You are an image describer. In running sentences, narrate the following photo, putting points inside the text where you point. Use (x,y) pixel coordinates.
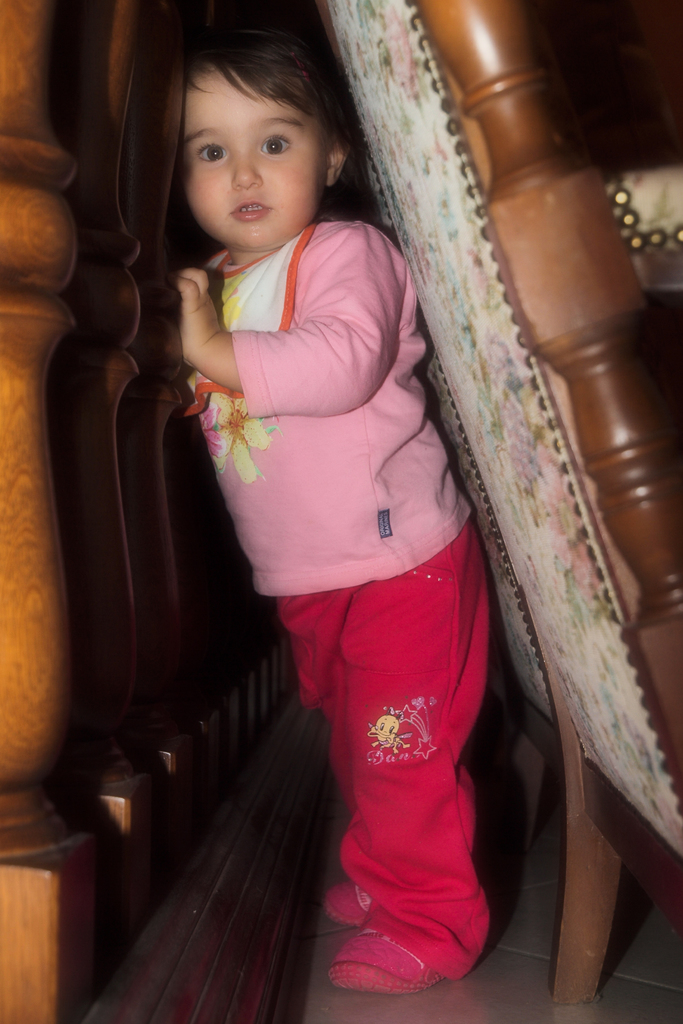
In this image there is a baby (283,172) visible in front of wooden fence (62,232), on the right side (606,611) there are two chairs (563,915) visible.
